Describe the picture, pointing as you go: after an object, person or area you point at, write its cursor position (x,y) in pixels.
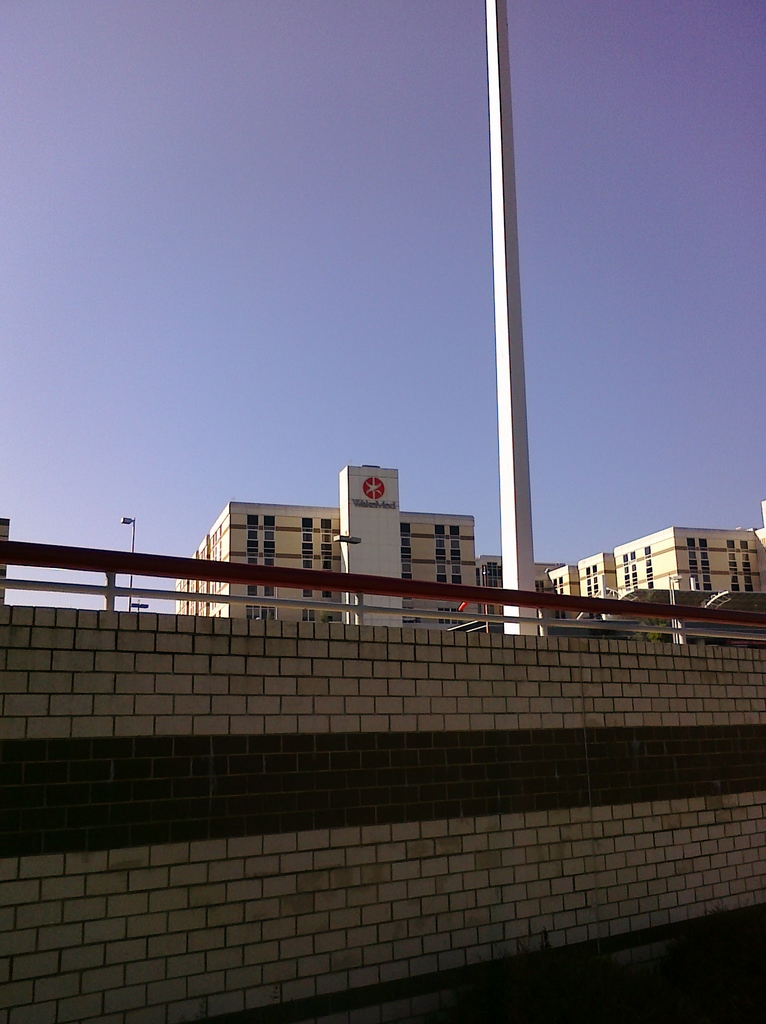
In this picture I can see buildings (716,529) and I can see text (373,501) on the wall (376,530) of a building (380,502) and pole light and I can see a wall (279,823) and another pole (498,391) and I can see a blue sky (521,276).
